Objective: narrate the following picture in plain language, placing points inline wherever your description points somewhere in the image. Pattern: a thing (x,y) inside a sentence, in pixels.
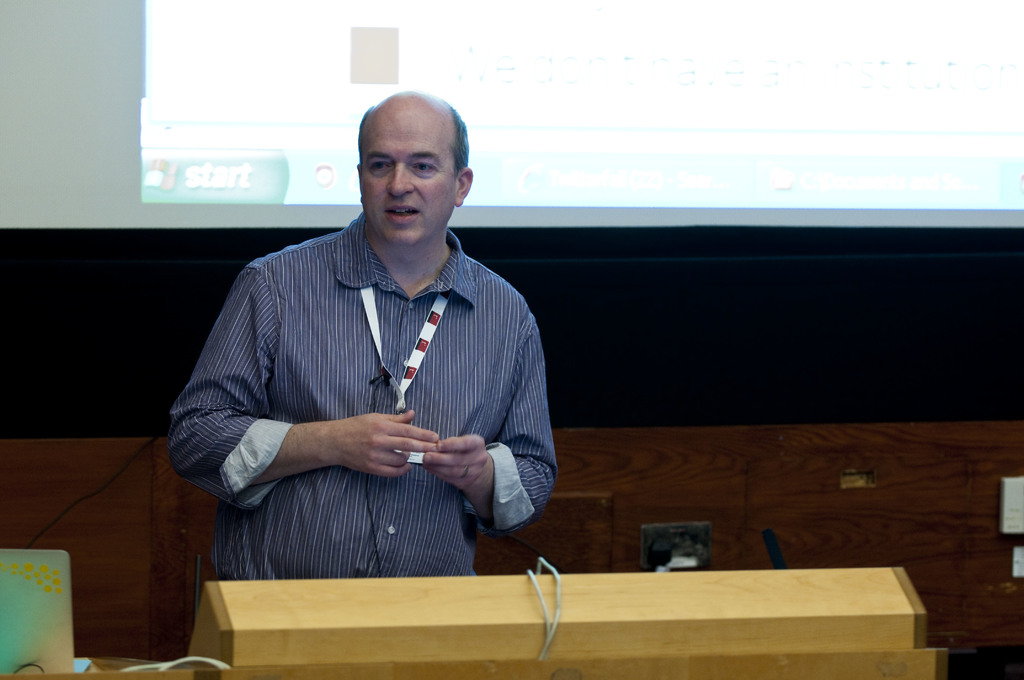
In this image I can see a man (263,375) is standing and in the front of him I can see few stuffs (283,595). I can also see he is wearing a shirt (343,535) and an ID card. I can also see a mic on his chest (317,419). In the background (307,70) I can see a projector screen (97,53) and on the bottom right side of the image (1006,491) I can see two white colour things (1019,491).
